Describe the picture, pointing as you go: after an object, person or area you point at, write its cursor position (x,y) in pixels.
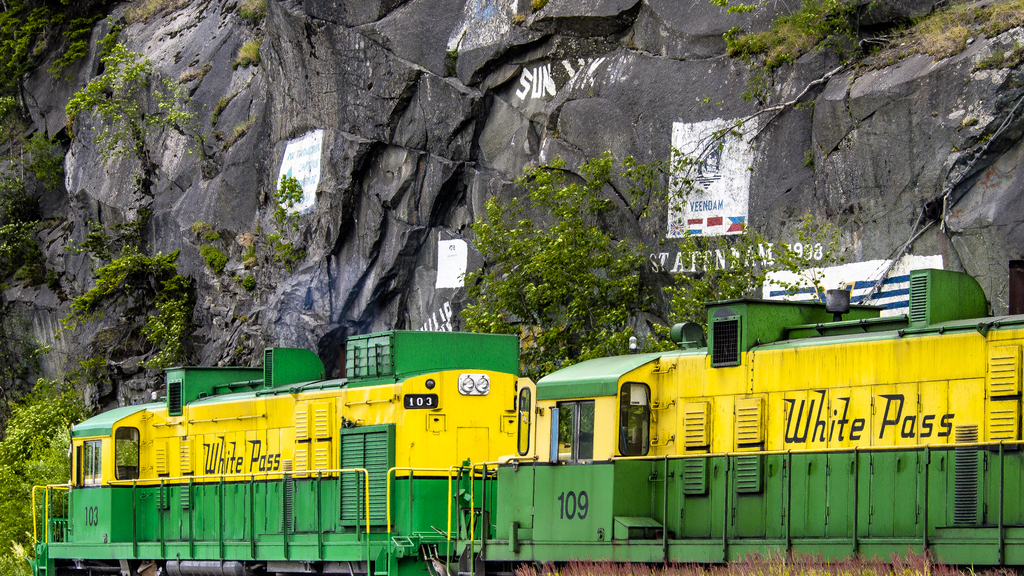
In this image there is a train (649,471). There are numbers (429,407) and text (226,460) on the train (839,434). Behind the train (804,398) there are rocks (413,92). There are plants (64,408) and text (536,84) on the rocks (228,303). In the center (456,256) there are posters (723,188) sticked on the rocks (334,162).
